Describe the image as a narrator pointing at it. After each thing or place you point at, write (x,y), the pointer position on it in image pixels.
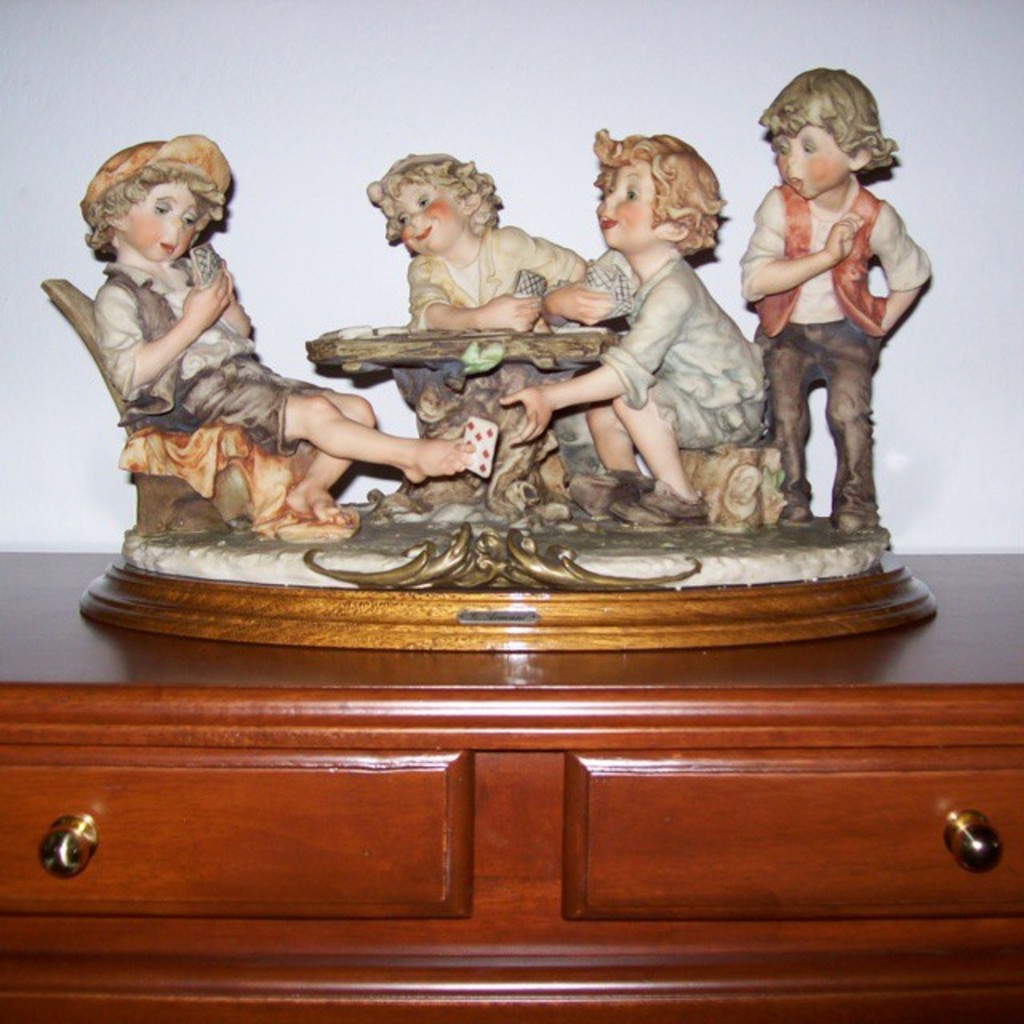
In the image we can see there are statue (569,288) of kids (649,363) sitting on the chair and there are other statues (553,264) of kids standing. The statue (223,410) is kept on the cabinet (439,817).
